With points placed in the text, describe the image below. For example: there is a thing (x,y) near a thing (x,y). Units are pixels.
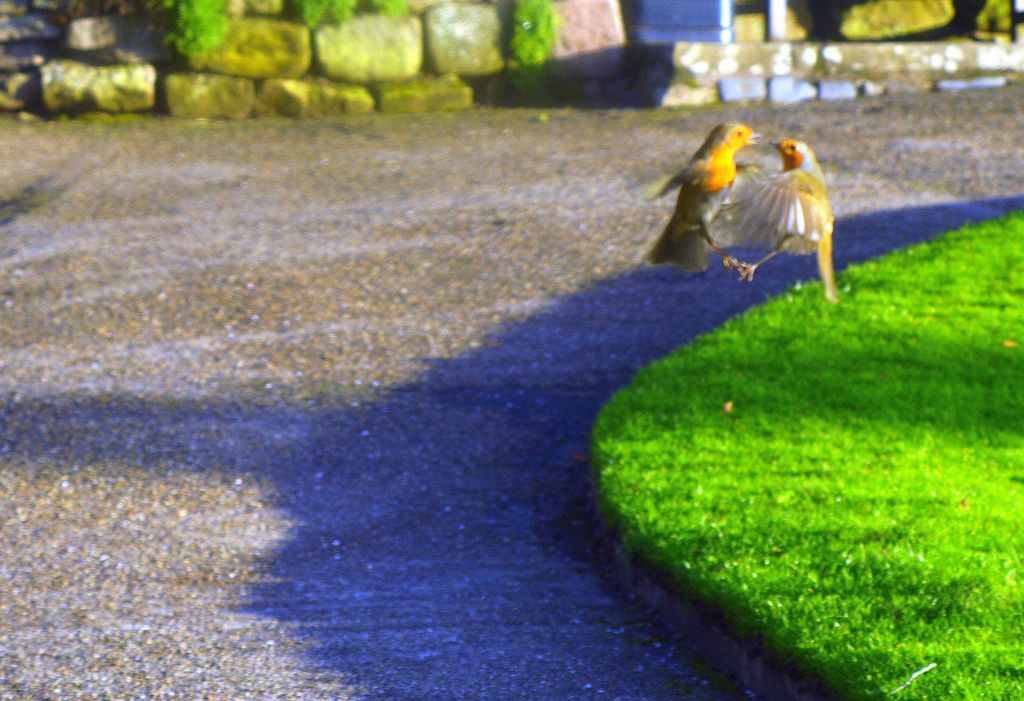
In this image, we can see two birds (760,208) are flying in the air. At the bottom (405,514), there is a road (364,525) and grass (830,474). Top of the image (88,85), we can see stones (332,84).
